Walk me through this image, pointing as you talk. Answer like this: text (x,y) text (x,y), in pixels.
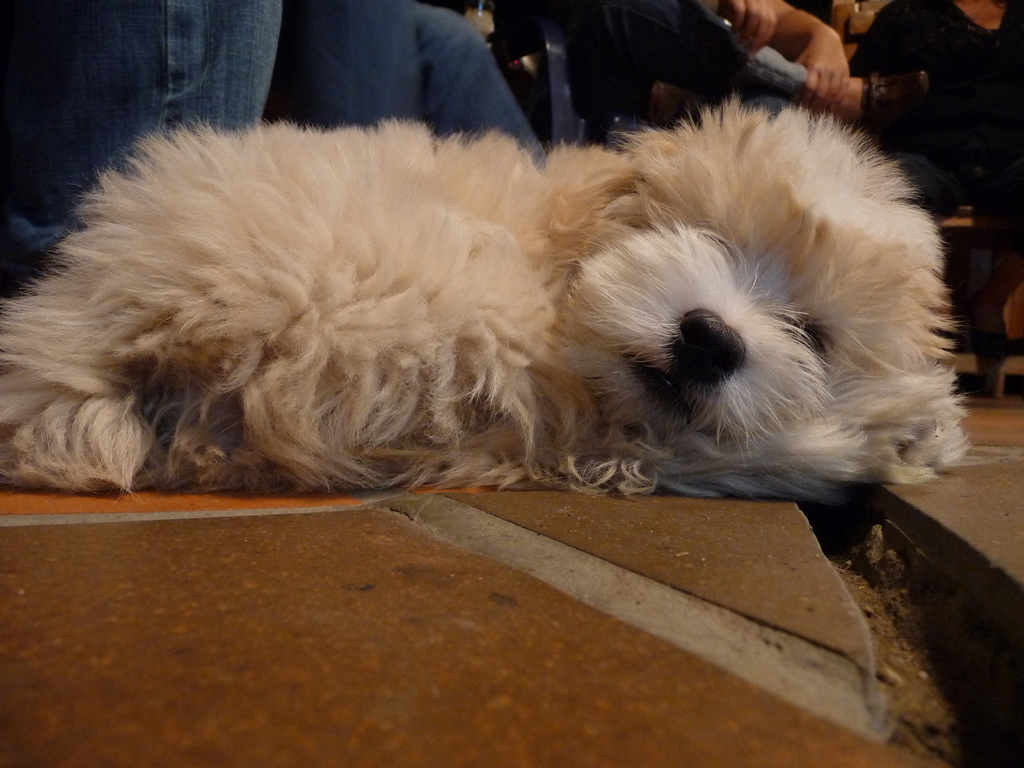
In this image I can see the dog (478,398) on the brown color surface (469,570). The dog (501,466) is in white and cream color. In the background (604,72) I can see the group of people (592,53) with blue and black color dresses (912,59).
